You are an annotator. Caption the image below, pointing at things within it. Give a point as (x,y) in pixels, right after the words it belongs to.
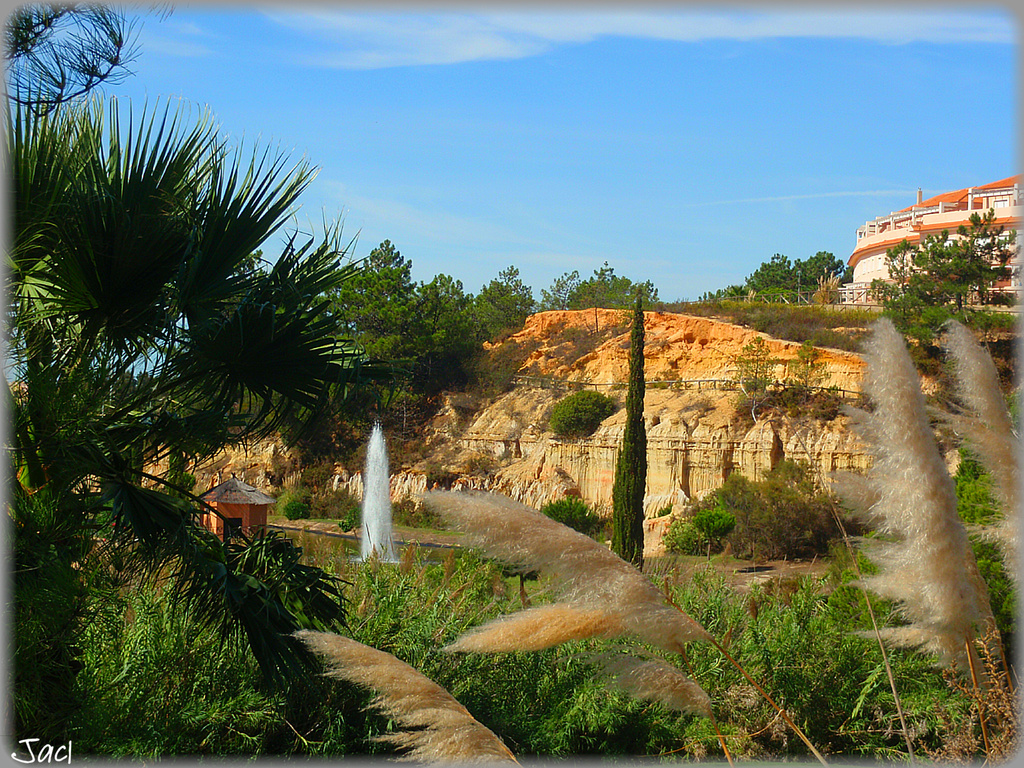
In this image there are trees (130,306) on the left corner (54,517). There are trees (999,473), there is a building (1008,228) on the right corner (971,269). There is a water fountain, there are trees (111,680) in the foreground (103,707). There are rocks (444,426) and trees (392,320) in the background (447,464). There is sky (636,258) at the top (588,120).
